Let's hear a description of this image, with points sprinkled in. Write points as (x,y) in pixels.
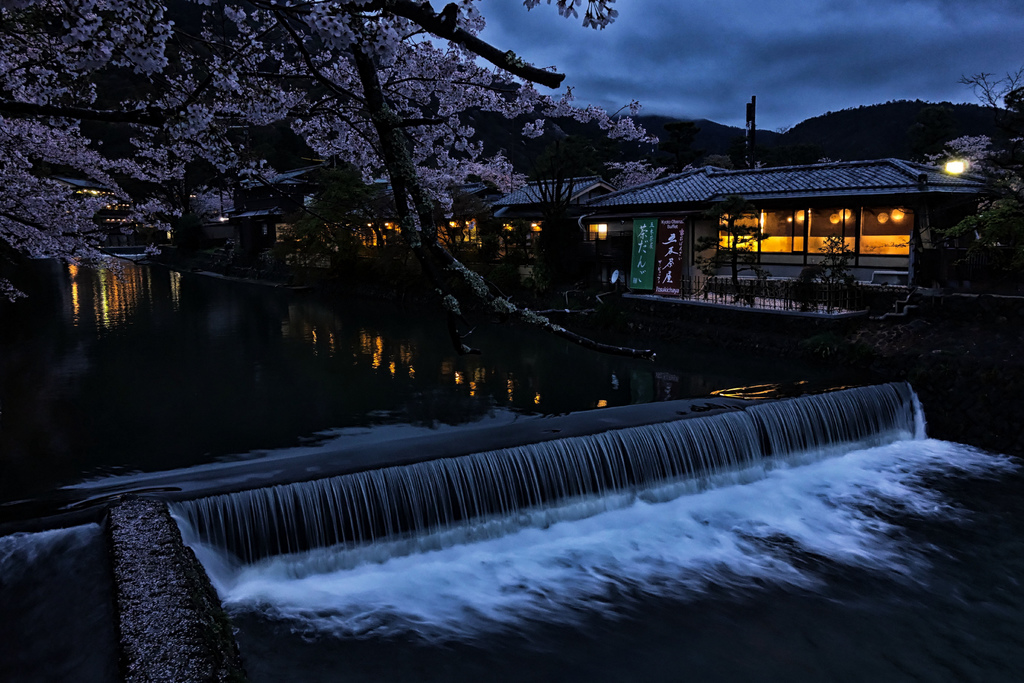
In the image there is a waterfall (484,503) in the front (380,605) with pond (305,343) and trees (406,185) behind it, on the right side (881,242) there are homes (613,204) with lights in it and above its sky (739,68) with clouds (745,59).
